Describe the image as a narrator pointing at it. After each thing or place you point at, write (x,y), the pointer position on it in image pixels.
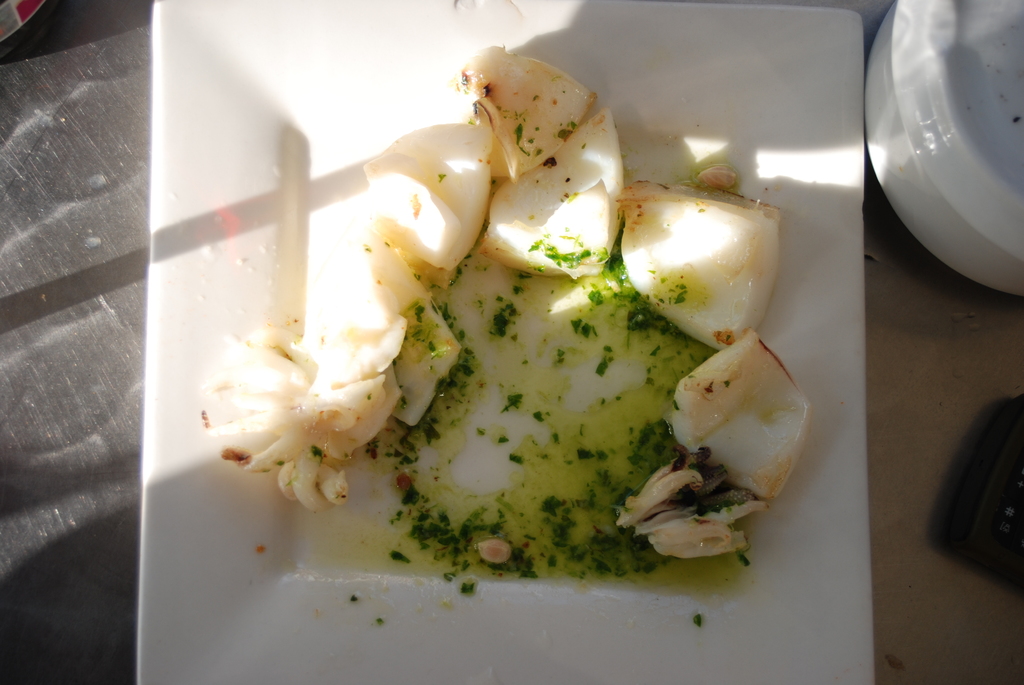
In this image I can see a white colored plate (222,146) on the surface (49,223) and on the plate (258,172) I can see a food item (457,177) which is white, cream, green and yellowish in color. I can see few other objects (1006,78) on the surface (943,439).
